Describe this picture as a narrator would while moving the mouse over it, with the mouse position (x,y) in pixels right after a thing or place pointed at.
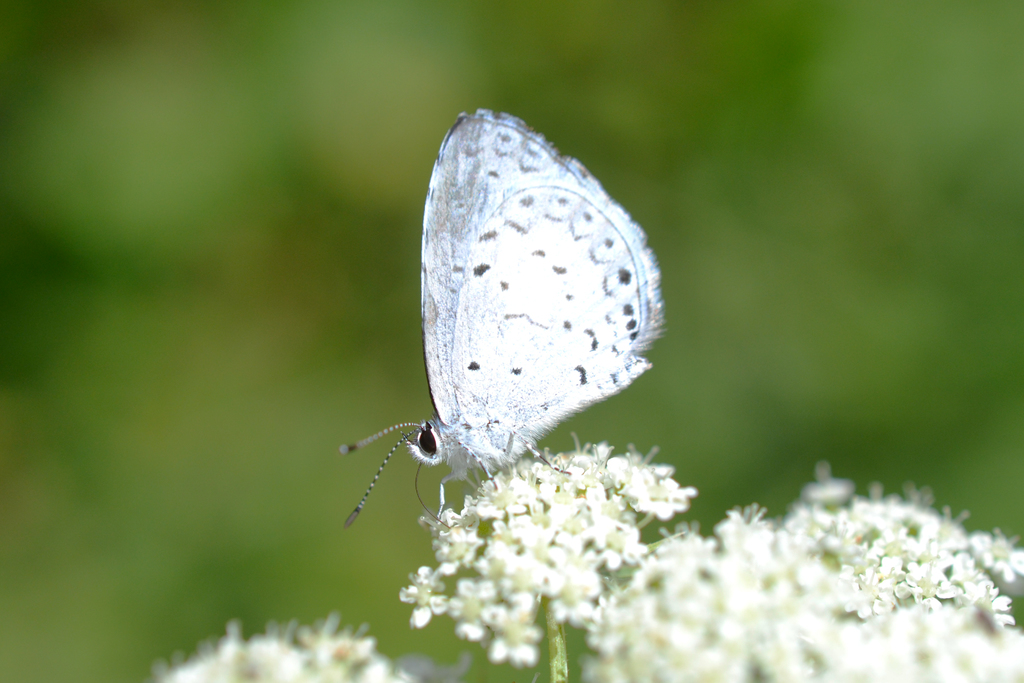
There are white color flowers (568,491). On that there is a white butterfly (576,298). In the background (700,164) it is green and blurred.
